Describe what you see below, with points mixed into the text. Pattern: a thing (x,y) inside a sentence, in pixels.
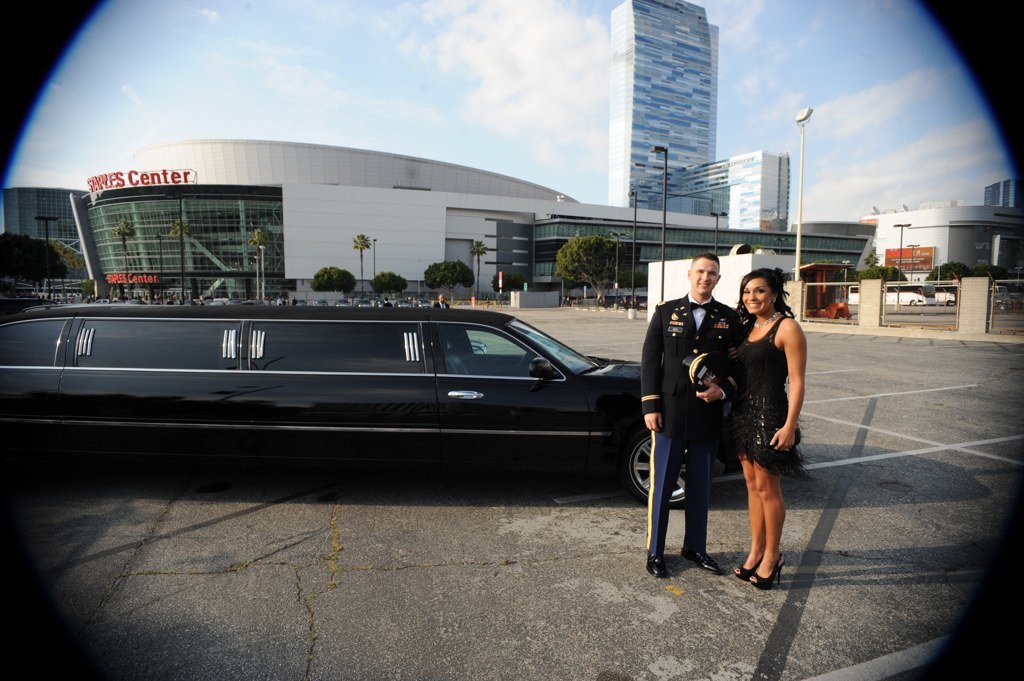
In this picture I can see a man (718,339) and a woman (756,385) in front (770,440) and I see that they're smiling. I can also see that they're standing in front of a car (35,381). In the background (358,157) I can see the buildings (289,193), light poles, trees (436,289) and the sky (914,23).
